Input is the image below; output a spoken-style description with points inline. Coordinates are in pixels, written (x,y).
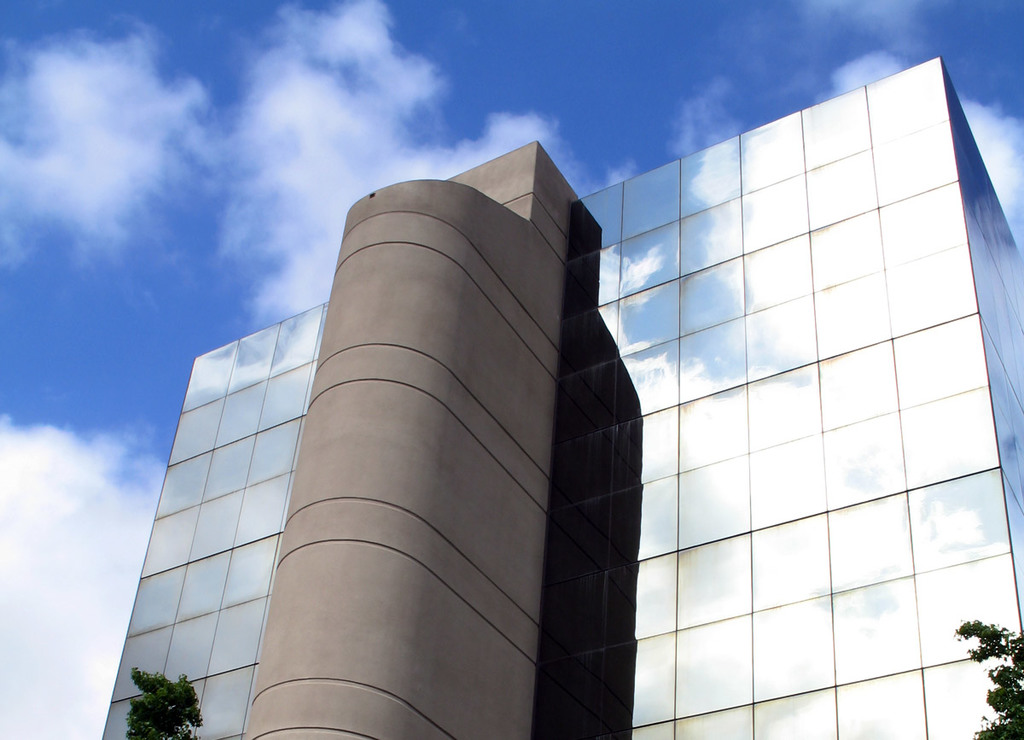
In this image, we can see a building (857,489). We can also see some trees (1006,726). We can see the sky (401,154) with some clouds (405,173).
